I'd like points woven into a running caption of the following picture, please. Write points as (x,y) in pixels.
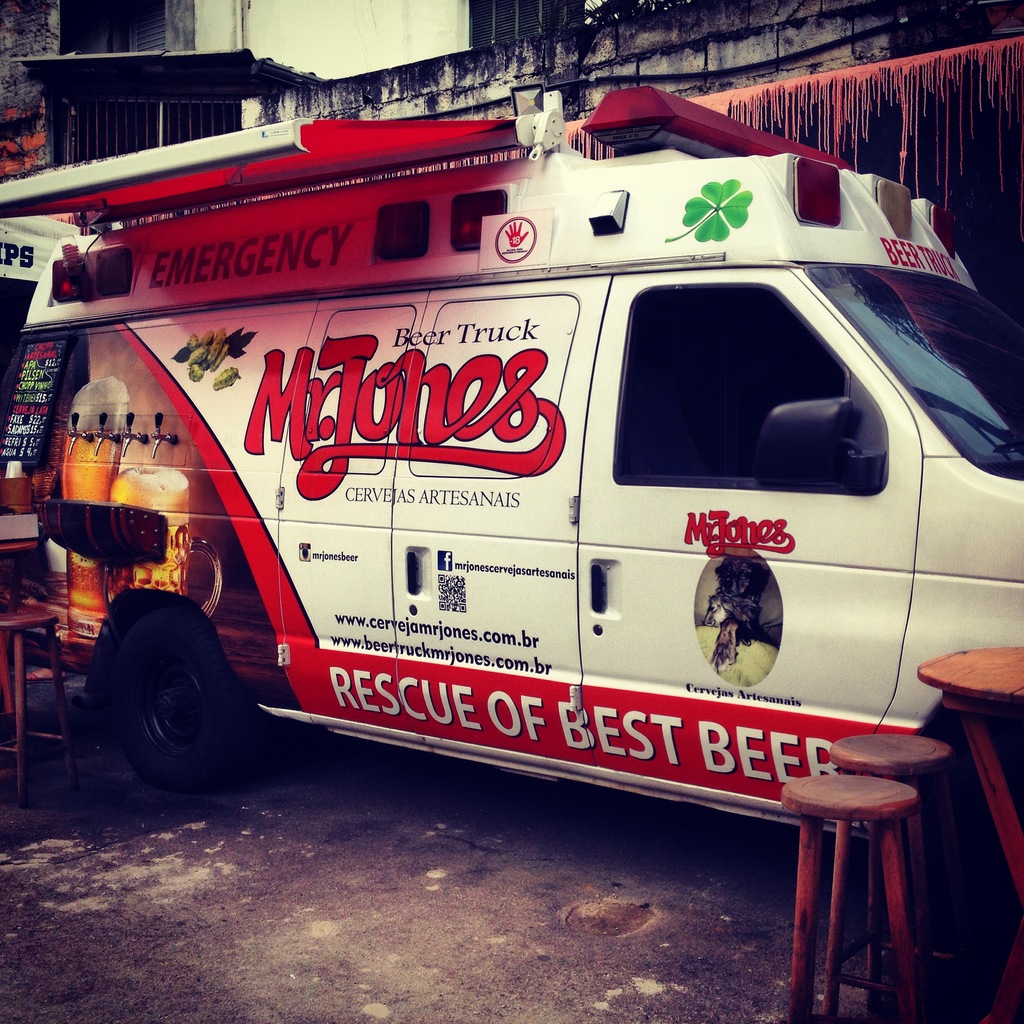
In this picture there is a white color ambulance van (199,254) parked on the roadside (309,748). In the front (816,881) there is a wooden tables (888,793). Behind we can see the old wall (574,71).
